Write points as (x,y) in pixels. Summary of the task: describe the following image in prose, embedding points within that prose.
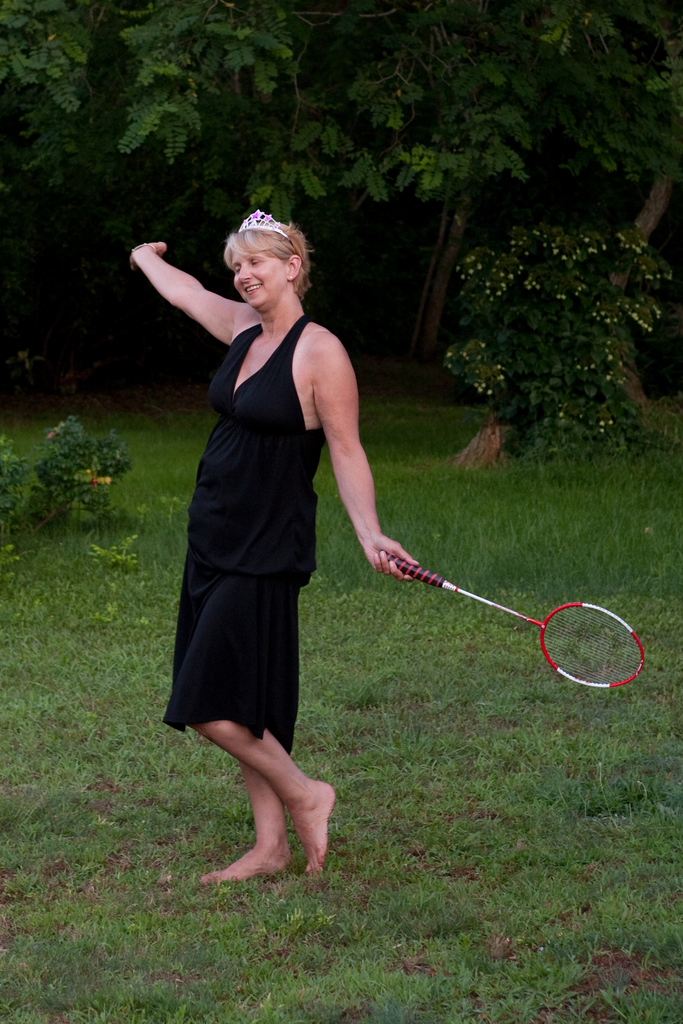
In this picture there is a woman (355,480) standing holding a badminton racket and smiling and in the backdrop (287,115) there are some trees (537,77).
